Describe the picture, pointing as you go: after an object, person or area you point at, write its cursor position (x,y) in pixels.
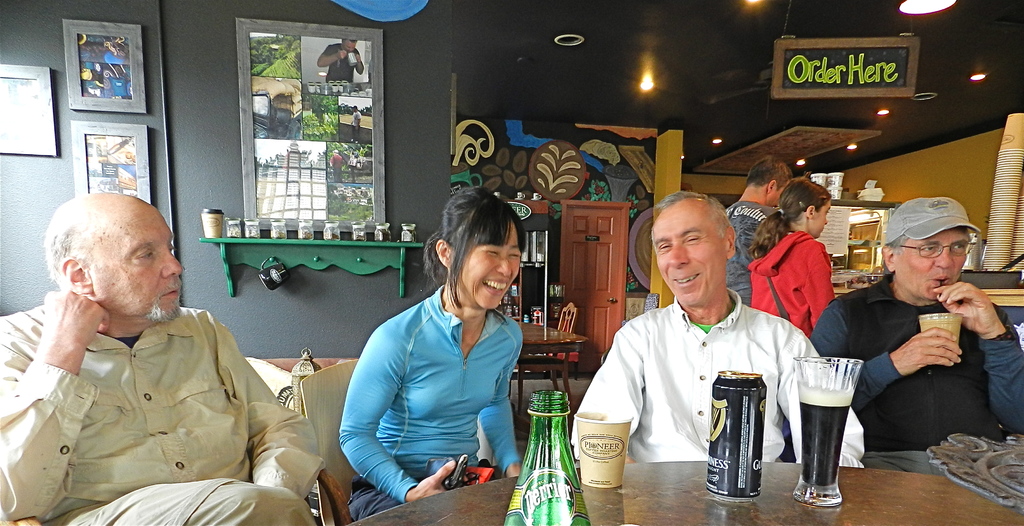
In the image there are few people (482,372) sitting in front of table (764,497) with beer glasses (820,492) and soft drinks (551,482) on it, this seems to be clicked in a bar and behind there are photographs (276,201) on the wall (643,241) and few people (819,210) standing.
